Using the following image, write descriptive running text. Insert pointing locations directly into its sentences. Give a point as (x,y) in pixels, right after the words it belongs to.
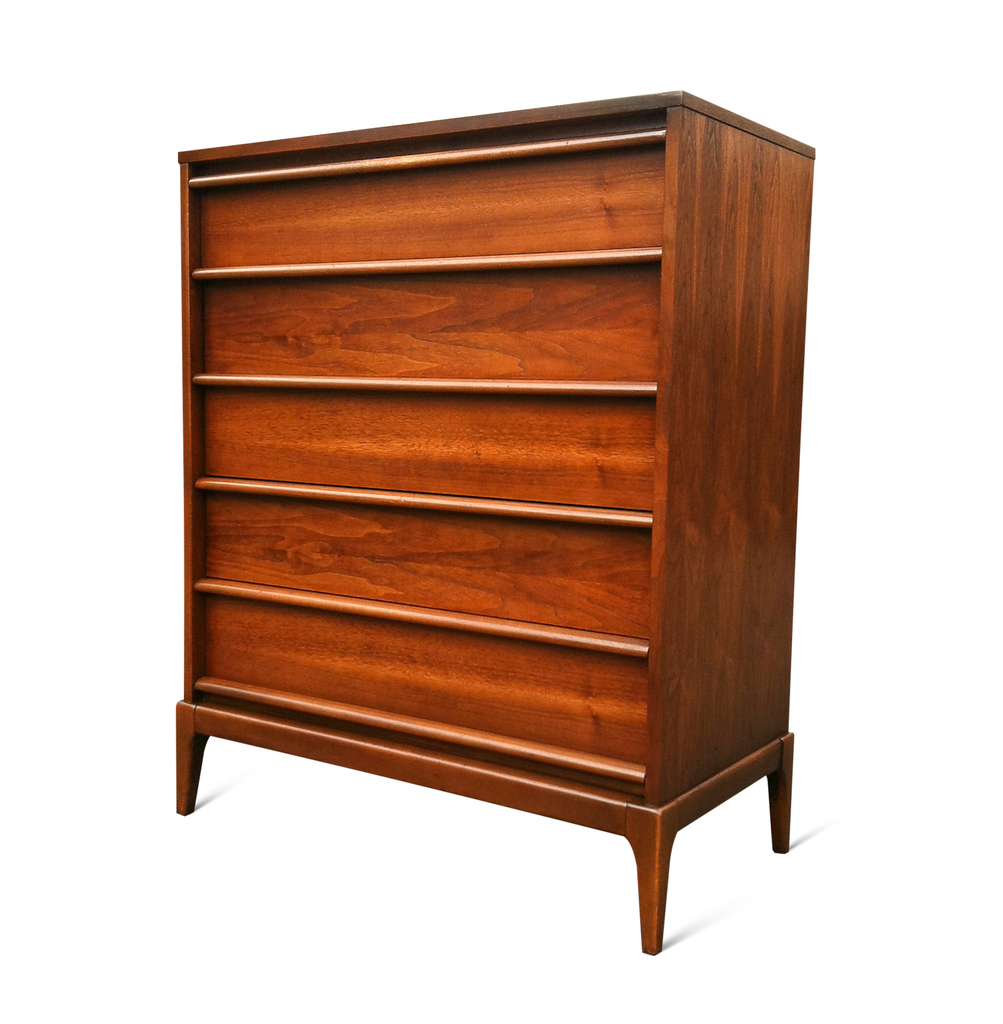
In this image there is a wooden cabinet (547,546). The background (304,946) is white.
